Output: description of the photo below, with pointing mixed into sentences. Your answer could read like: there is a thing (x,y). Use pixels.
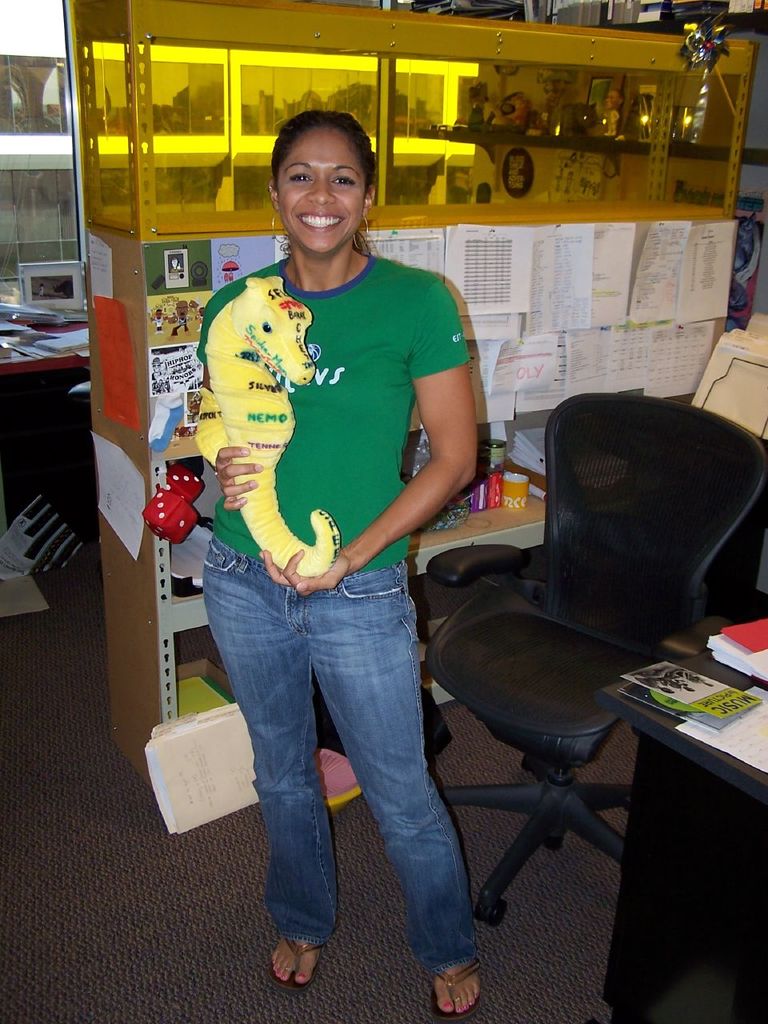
This picture is taken in an office (527,316). A woman (304,944) is standing in middle (340,357), she is holding a sea horse toy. She is wearing a green T shirt (353,414) and blue jeans (305,598) besides her there is a chair (627,607) and a table (697,847). There were books (763,625) on the table (635,714). In the background (468,49) there is a desk (103,169) and some papers (532,257) pinned to it, there are some toys (471,112) in it. In the left corner (37,372) there is another desk (43,364), some papers (74,315) and photo frame (26,271) on it.
